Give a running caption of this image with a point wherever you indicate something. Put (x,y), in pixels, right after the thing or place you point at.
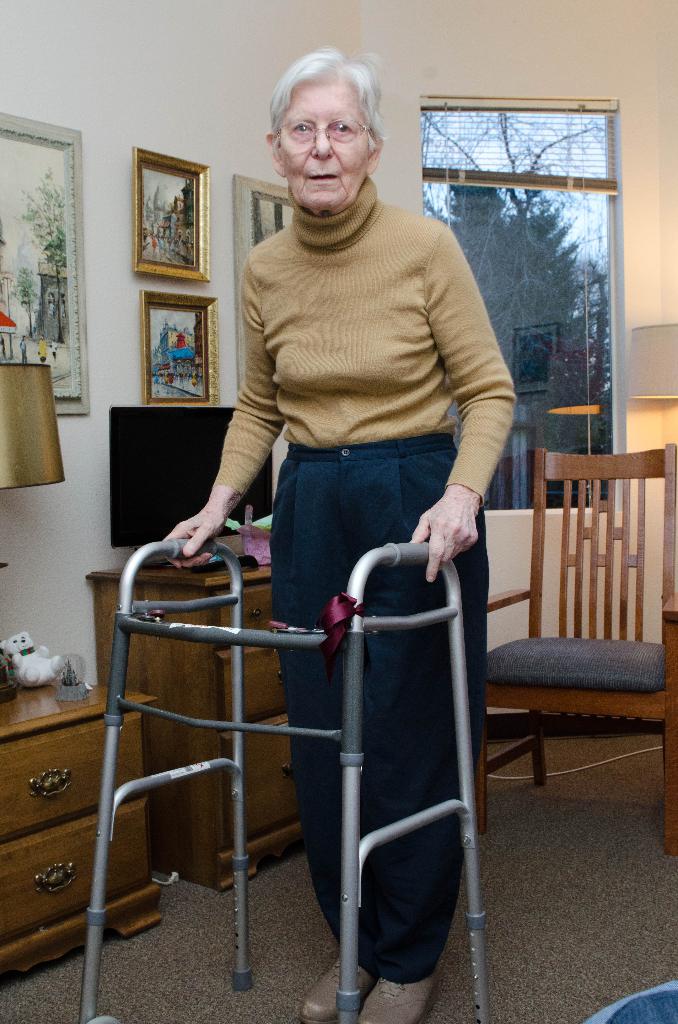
This picture shows a old woman (382,982) standing with the help of a stand (245,630) and in the backdrop (185,493) there is a television (147,458) there is a window (509,120) the wall (147,142) of photo frames (40,164), there is a lamp (34,478).
